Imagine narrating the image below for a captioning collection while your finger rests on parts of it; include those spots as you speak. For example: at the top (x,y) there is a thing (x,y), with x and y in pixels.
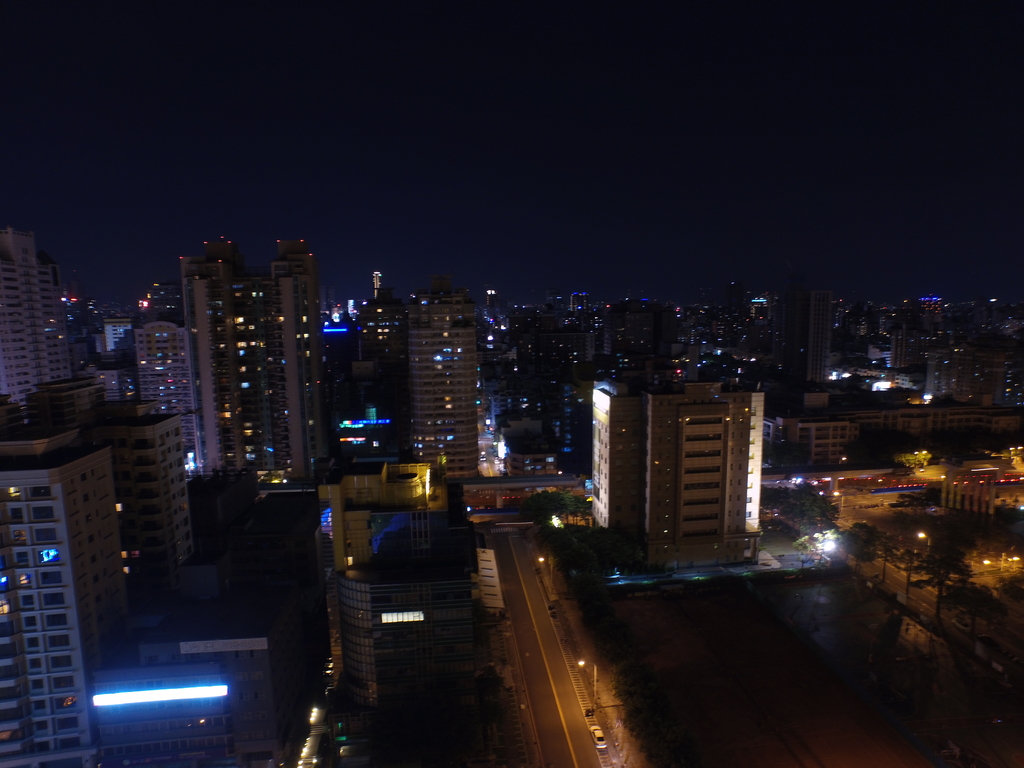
In this image, we can see some buildings (691,404), poles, lights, trees (628,672). We can see the ground (639,599) with some objects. We can see a vehicle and the dark sky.
